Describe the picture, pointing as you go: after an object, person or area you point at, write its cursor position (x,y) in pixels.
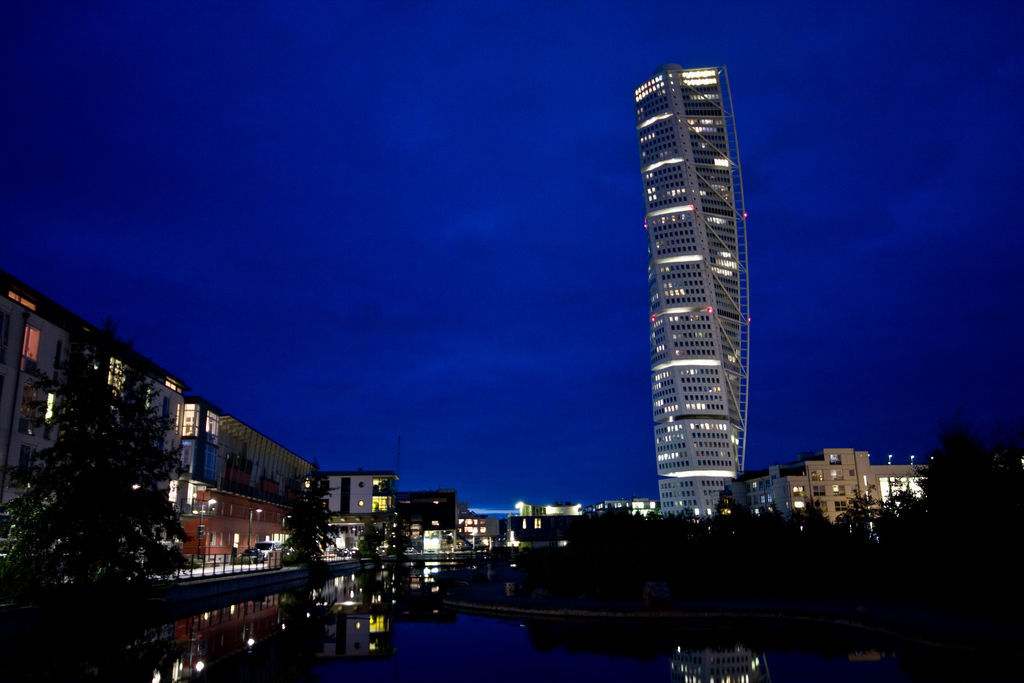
In this image we can see skyscrapers (670,105), buildings (327,496), street poles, street lights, barrier poles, water (645,637), trees (568,539), electric lights (510,546) and sky (560,357) with clouds (917,155) in the background (489,112).
